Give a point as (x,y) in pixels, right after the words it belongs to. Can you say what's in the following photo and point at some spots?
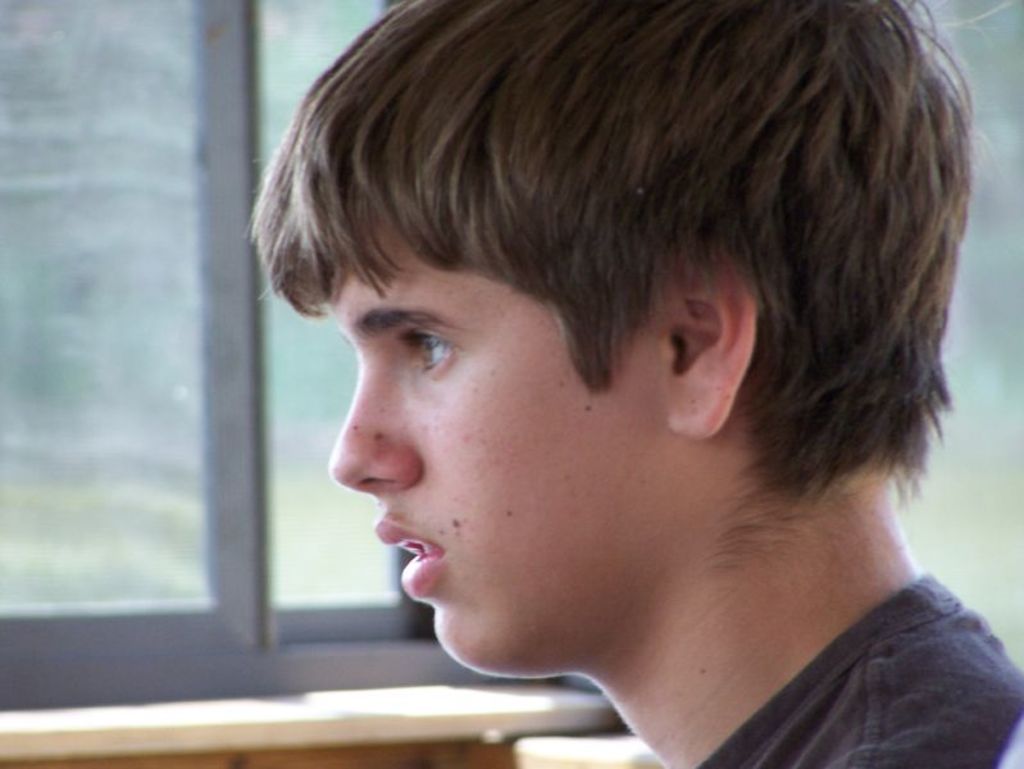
In this image we can see a person (505,425) and in the background (289,654) there is a window (324,600).
